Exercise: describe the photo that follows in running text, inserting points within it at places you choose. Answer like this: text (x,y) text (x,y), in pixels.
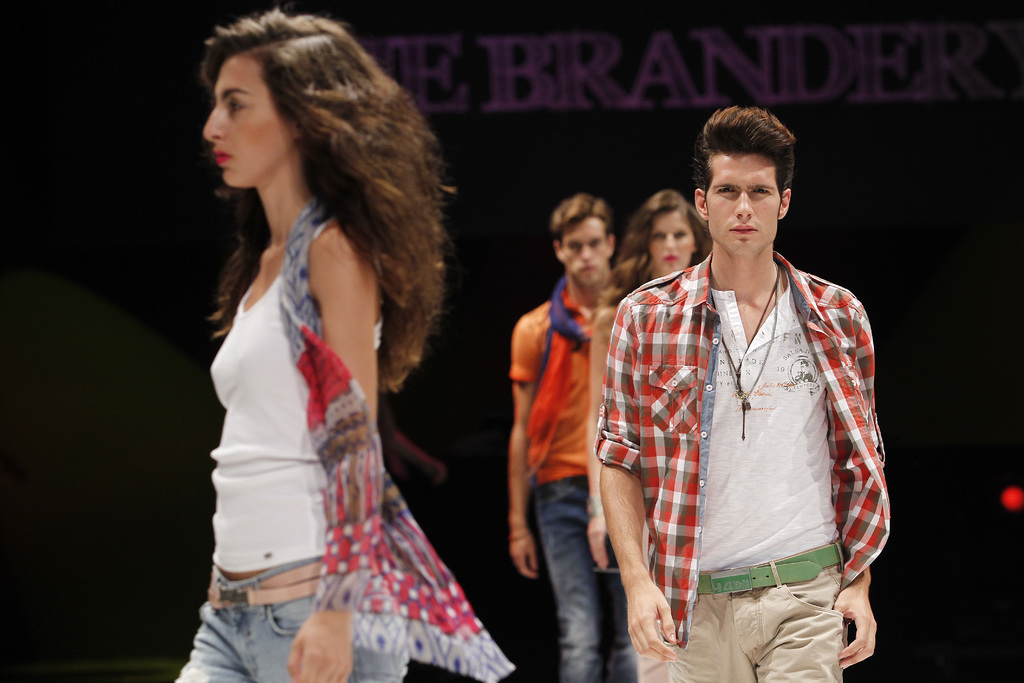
In this image I can see a woman (274,453) wearing white, blue and red colored dress (272,480) is standing, a person (695,479) wearing white, red and cream colored dress (715,438) is standing and in the background (558,422) I can see few other persons (596,296) standing, a red colored light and the black colored background (973,518).
